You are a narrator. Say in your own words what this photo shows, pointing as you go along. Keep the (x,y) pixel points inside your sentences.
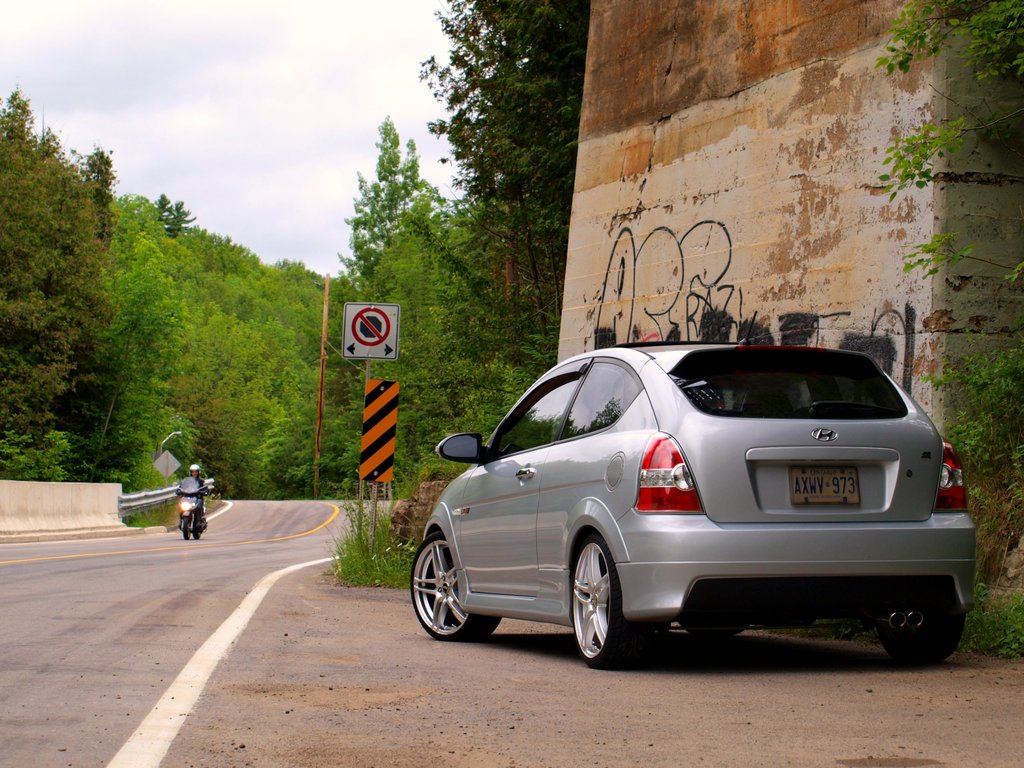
This image is clicked on the road (257,652). To the right (715,470), there is a car (572,531) parked. At the bottom (177,644), there is a road (158,556). To the left (194,521), there is a person (203,499) riding bike (194,498). In the background (257,300) there are trees (404,244). To the right (821,185), there is a wall (681,133).
